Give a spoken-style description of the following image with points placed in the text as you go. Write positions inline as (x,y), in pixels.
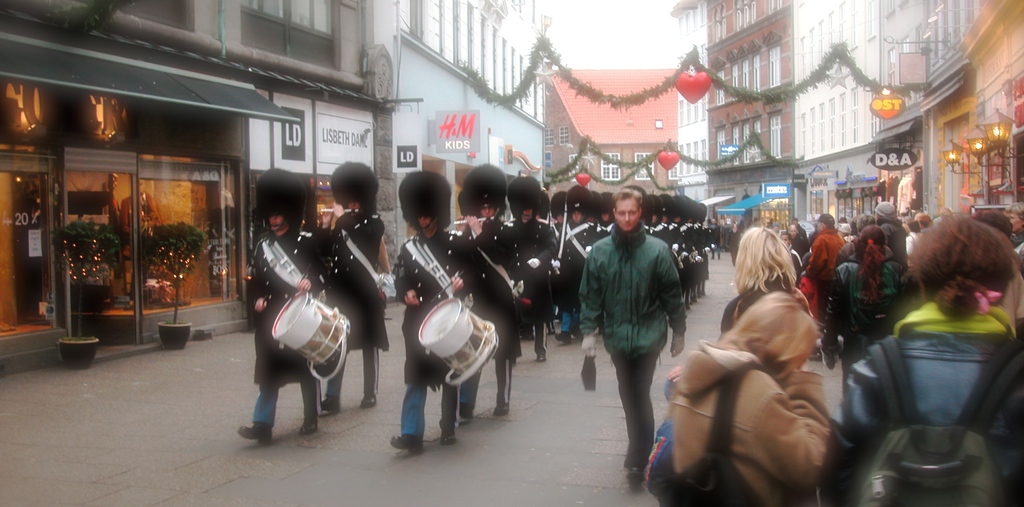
In this image I can see few people (467,268) are walking on the road (393,410) by playing the drums (434,335). All are wearing the uniform (571,254). On the right side of the image (896,369) few people (780,414) are standing and looking at the people (628,260) who are walking on the road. In the background (773,49) we can see some buildings (873,94).
